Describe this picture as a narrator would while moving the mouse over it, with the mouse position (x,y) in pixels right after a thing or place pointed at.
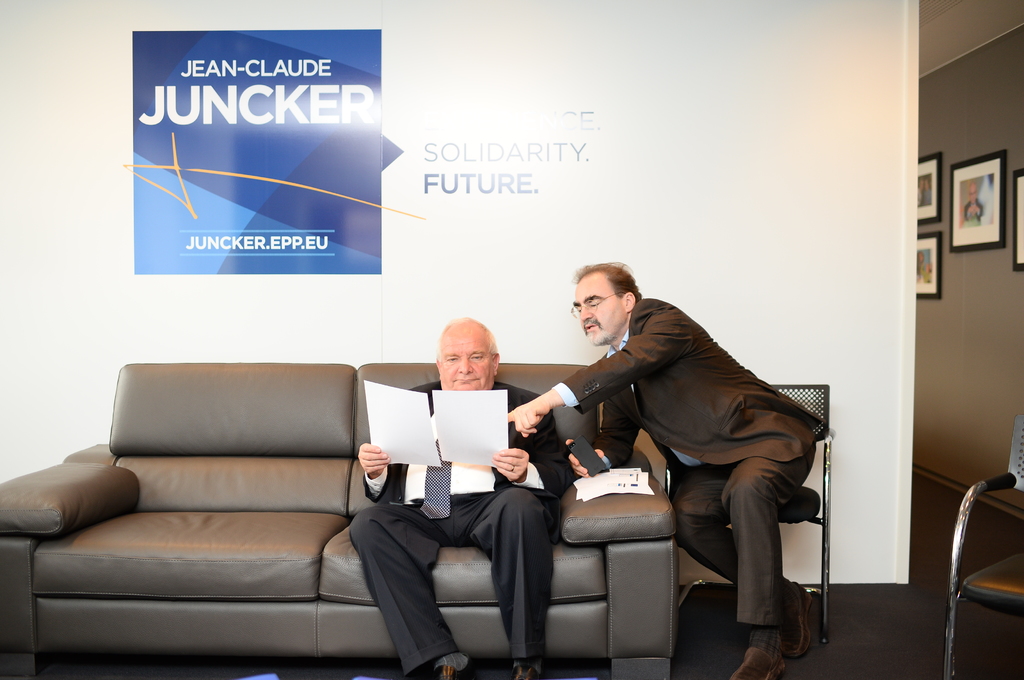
There are two men (517,479) here one is sitting on the sofa (571,492) and the other is on chair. The person (690,438) sitting on the chair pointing his finger (519,426) towards paper (451,431) and saying about it. In the background (366,158) there is a wall (105,176), hoarding (285,163), frames (974,226).
